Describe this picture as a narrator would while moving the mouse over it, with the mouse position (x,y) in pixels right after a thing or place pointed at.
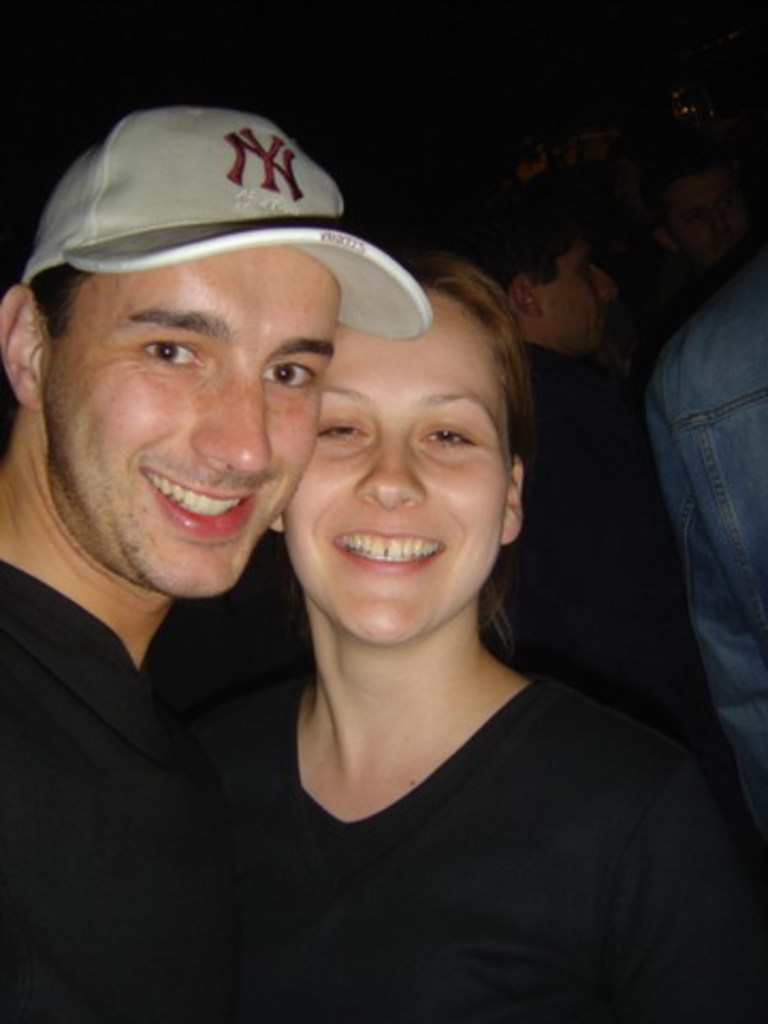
In this picture we can see group of people (381,614), in the middle of the image (362,602) we can see a woman (405,633), she is smiling, beside to her we can find a man (200,460), he is smiling and he wore a cap (171,201).
